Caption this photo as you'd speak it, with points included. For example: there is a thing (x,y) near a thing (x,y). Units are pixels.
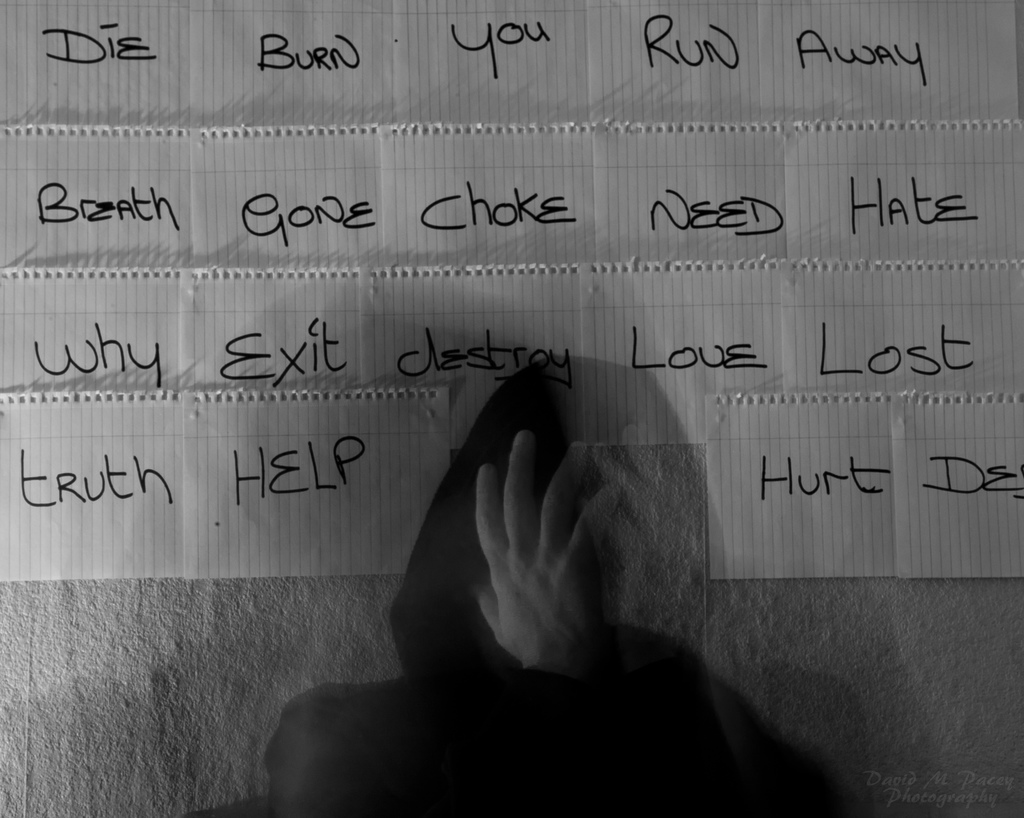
It is a black and white picture. In the center of the image (441,500) we can see one person (514,656). In the background (151,682) there is a wall (137,685) and papers (33,573), which are arranged in order. And we can see some text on the papers (339,129). At the bottom right side of the image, there is a watermark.
